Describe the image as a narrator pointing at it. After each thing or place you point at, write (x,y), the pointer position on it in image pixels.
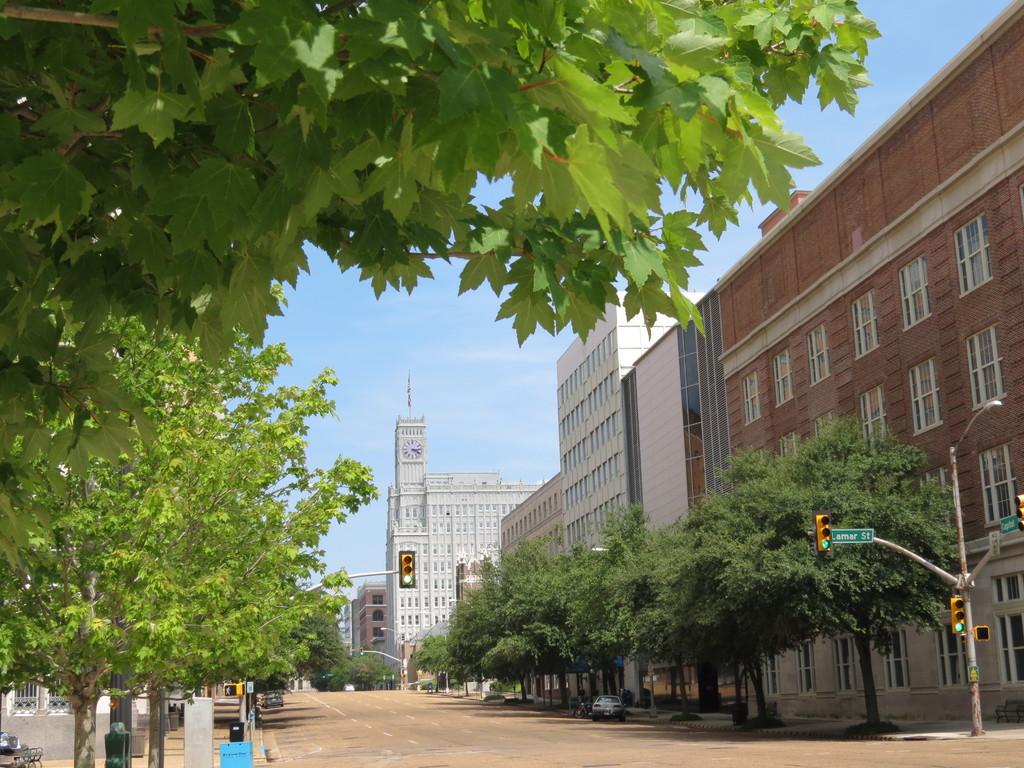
In this image, we can see so many buildings (643,682), walls (839,378), glass windows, traffic signals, trees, sign boards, poles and clock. Here we can see few vehicles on the road (478,747). Background (458,382) there is a sky (472,379).
